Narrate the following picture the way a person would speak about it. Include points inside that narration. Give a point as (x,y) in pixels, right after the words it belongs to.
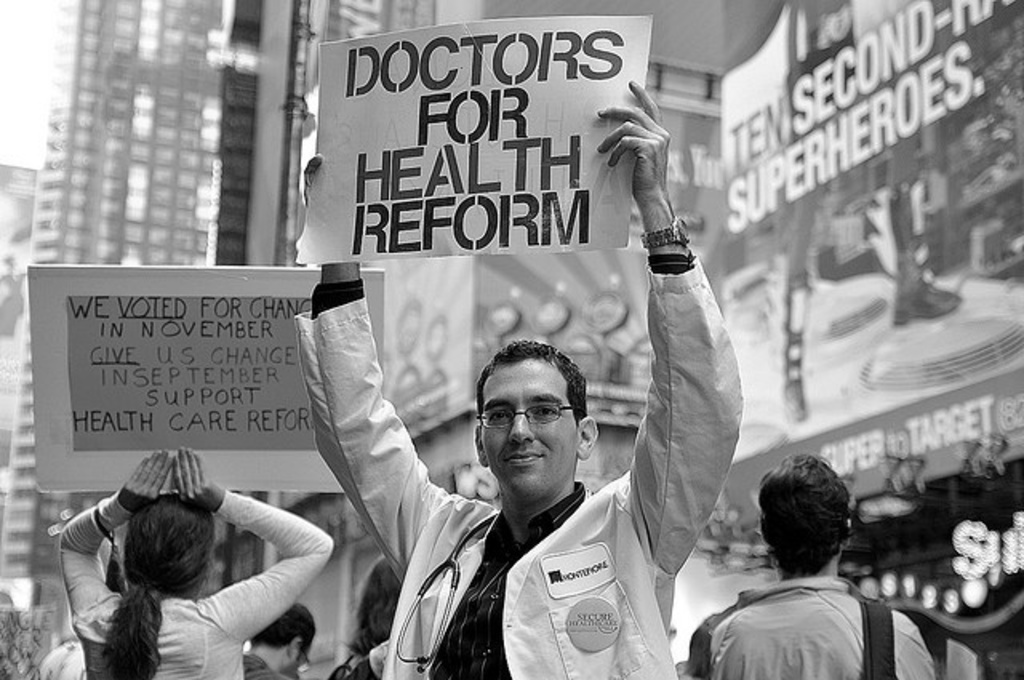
In this picture there are group of people (409,580) few (427,590) among them are holding a card board (391,124) which has something written on it and there are buildings (160,67) in the background (792,236).
